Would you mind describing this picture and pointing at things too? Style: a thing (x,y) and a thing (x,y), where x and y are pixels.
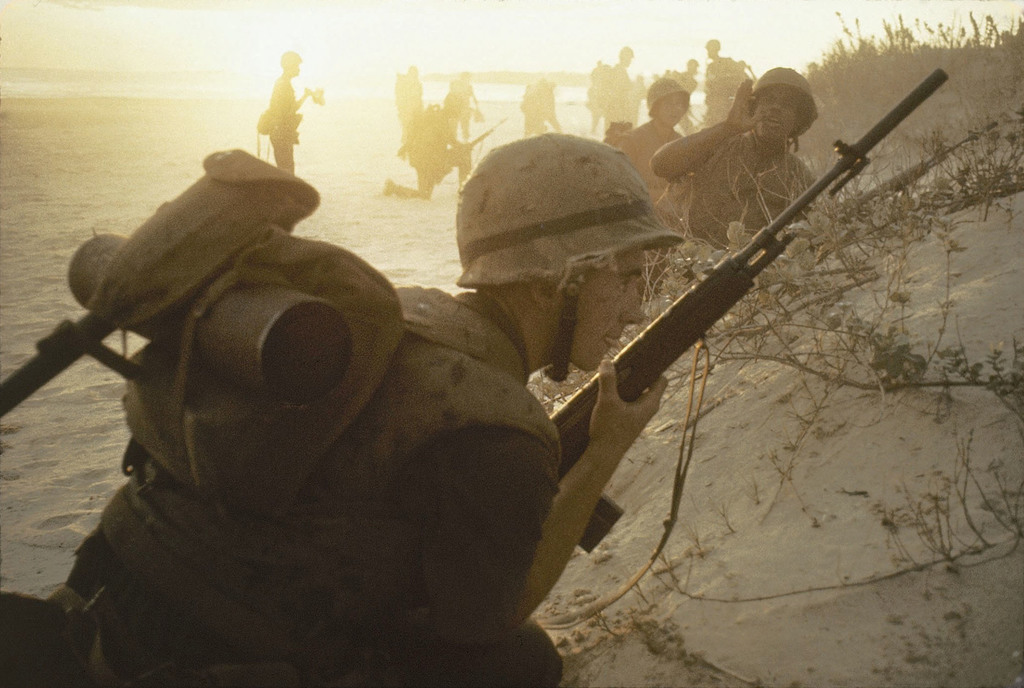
There are few people (473,108) standing and few people (474,210) sitting in squat position. They are holding the weapons (766,236). I think these are the branches (837,294). This looks like the sand (228,143).
